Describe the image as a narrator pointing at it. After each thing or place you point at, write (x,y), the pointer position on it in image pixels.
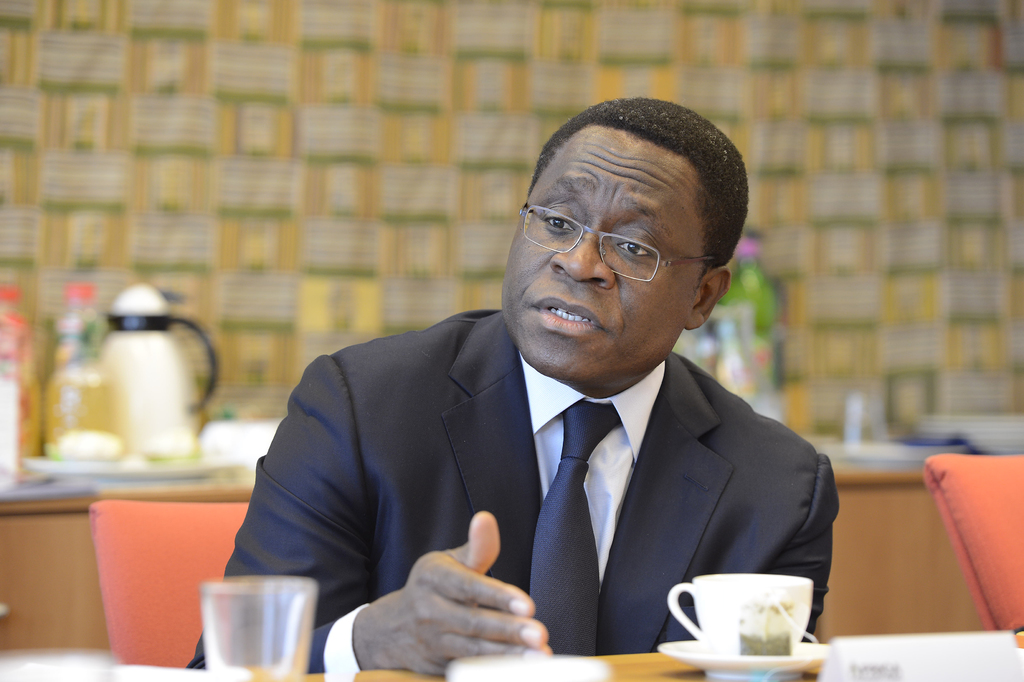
This is the man (316,509) sitting on the chair (221,543) and talking. This is the table (674,677) with cup (711,590) and saucer (696,654), glass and few other things (585,676) on it. At background (157,414) i can see a kettle (143,364), bottles (83,389) placed on the cabinet (200,477). This looks like a wall (564,77).
